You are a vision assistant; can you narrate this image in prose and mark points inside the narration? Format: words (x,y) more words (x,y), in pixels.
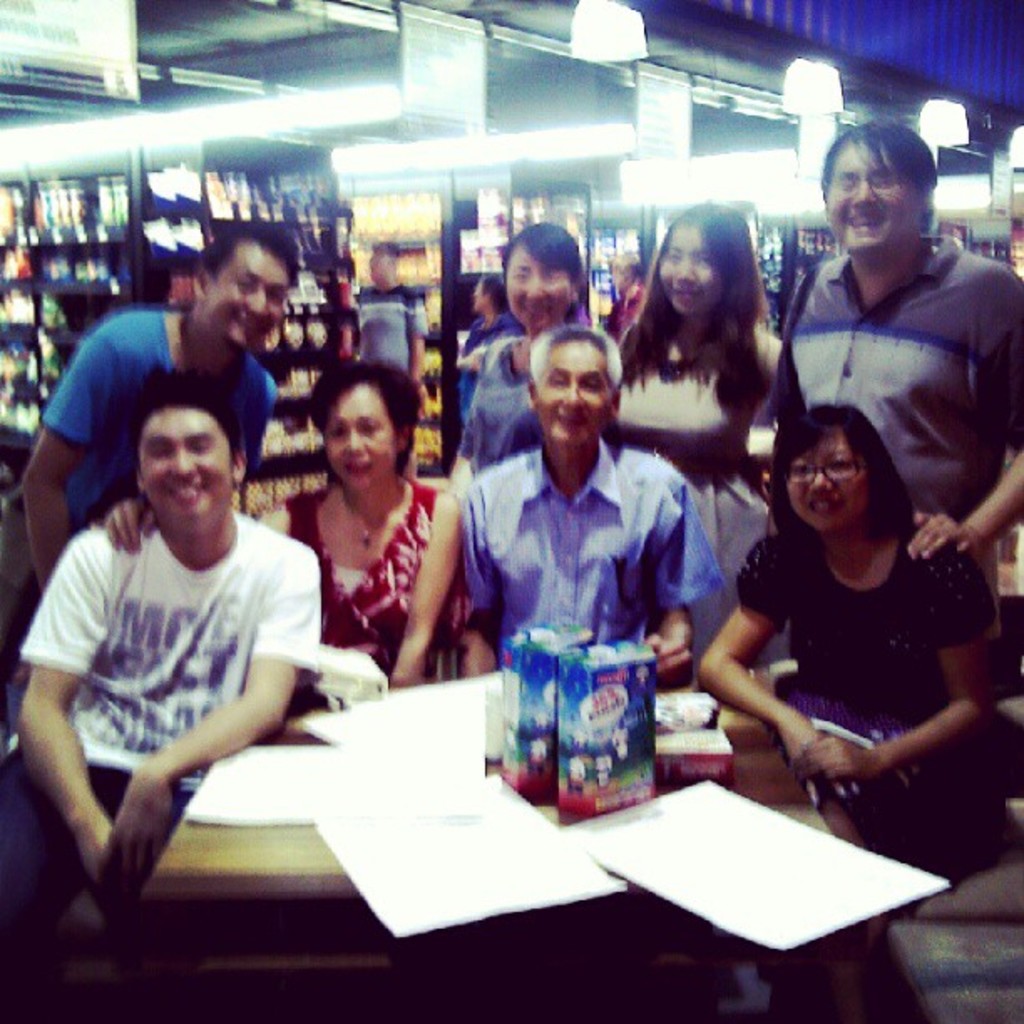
This picture is clicked inside. In the foreground (563,521) there is a table (734,879) on the top of which some papers (720,798) and boxes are placed and we can see the group of people (838,489) sitting on the chairs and group of people (758,270) standing on the ground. In the background (133,170) we can see the cabinets (95,176) containing many number of objects (39,195) and we can see the lights (630,41) and the roof (787,46).
